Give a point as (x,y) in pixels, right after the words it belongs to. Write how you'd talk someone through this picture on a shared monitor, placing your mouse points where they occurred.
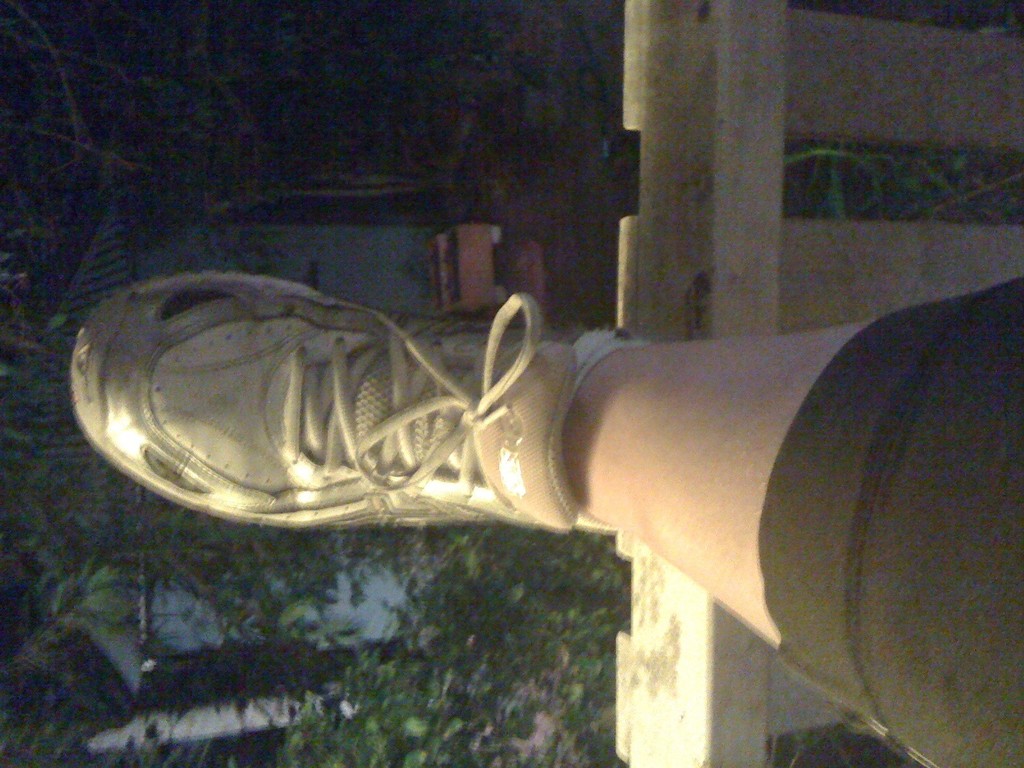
In this image I can see the person's leg (637,473) with the shoe (258,391). To the left (309,615) I can see the plants (277,637) and there is a black background (228,204).
